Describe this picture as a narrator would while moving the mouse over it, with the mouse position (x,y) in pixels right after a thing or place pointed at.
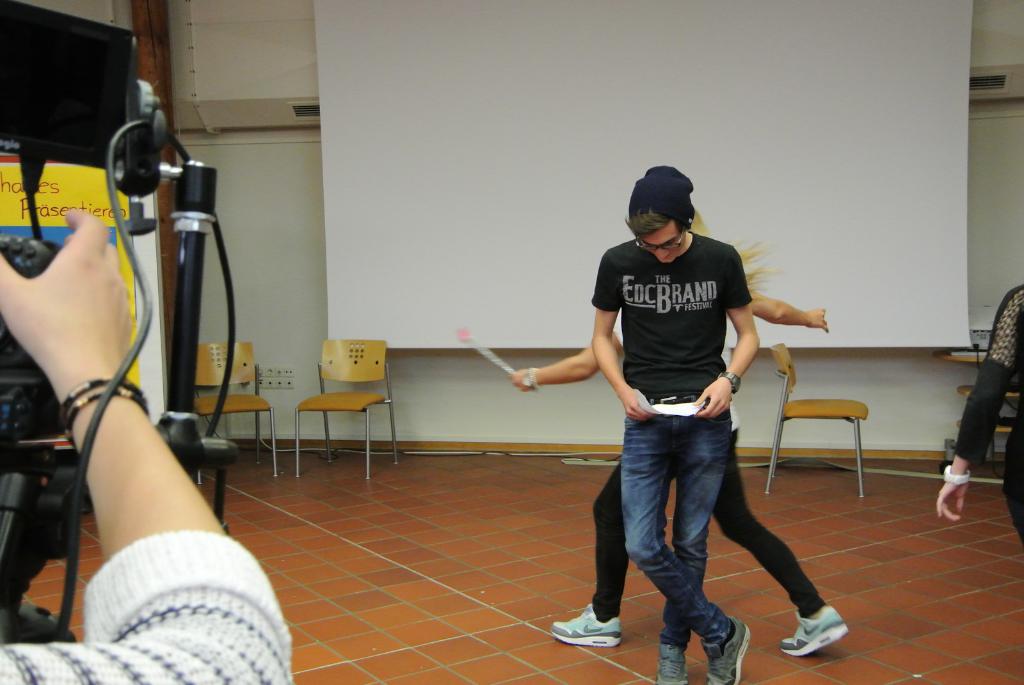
There are two people (754,339) dancing in the image. At the left corner of the image (117,645) there is person (143,557) shooting a video. In front of him there is a camera (79,152). In the background (204,132) there is a board (438,221), wall (286,245) and chairs (323,393).
